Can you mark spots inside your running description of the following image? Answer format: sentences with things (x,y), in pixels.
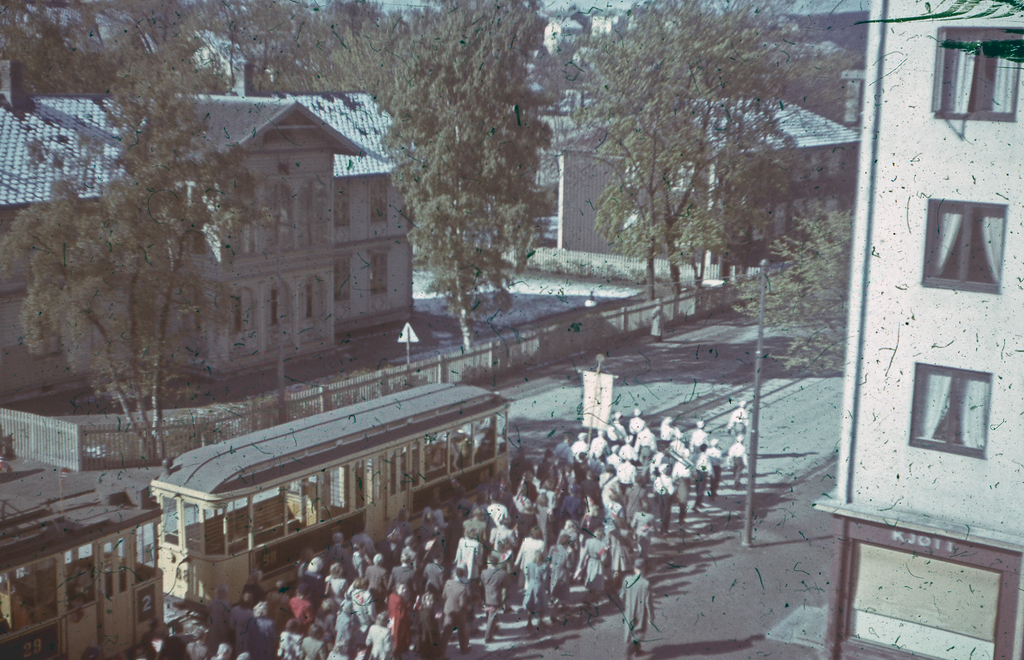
At the bottom of the image (558,467) I can see a crowd of people (578,534) walking on the road (725,493) and also there is a vehicle (328,500). On both sides of the road (703,359) I can see the trees (478,256) and buildings (860,123).
